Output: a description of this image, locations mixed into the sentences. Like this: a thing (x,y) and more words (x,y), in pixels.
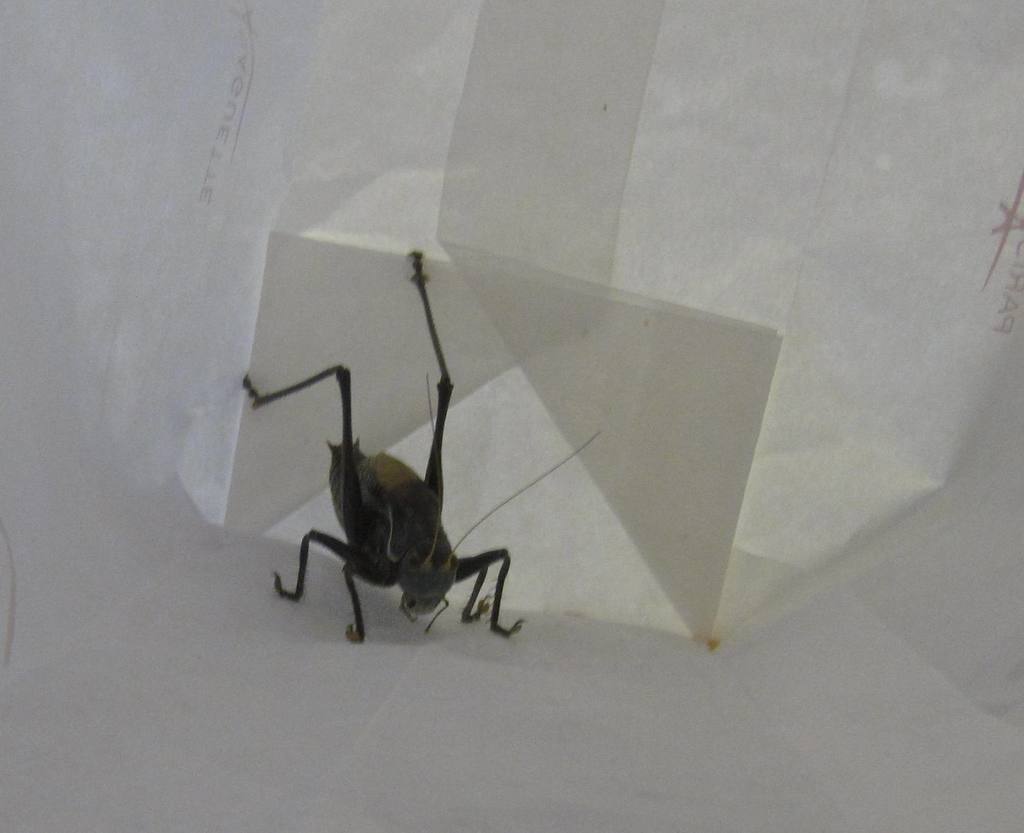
In the center of the picture (363,458) there is an insect (435,470) in a white box (389,190).
